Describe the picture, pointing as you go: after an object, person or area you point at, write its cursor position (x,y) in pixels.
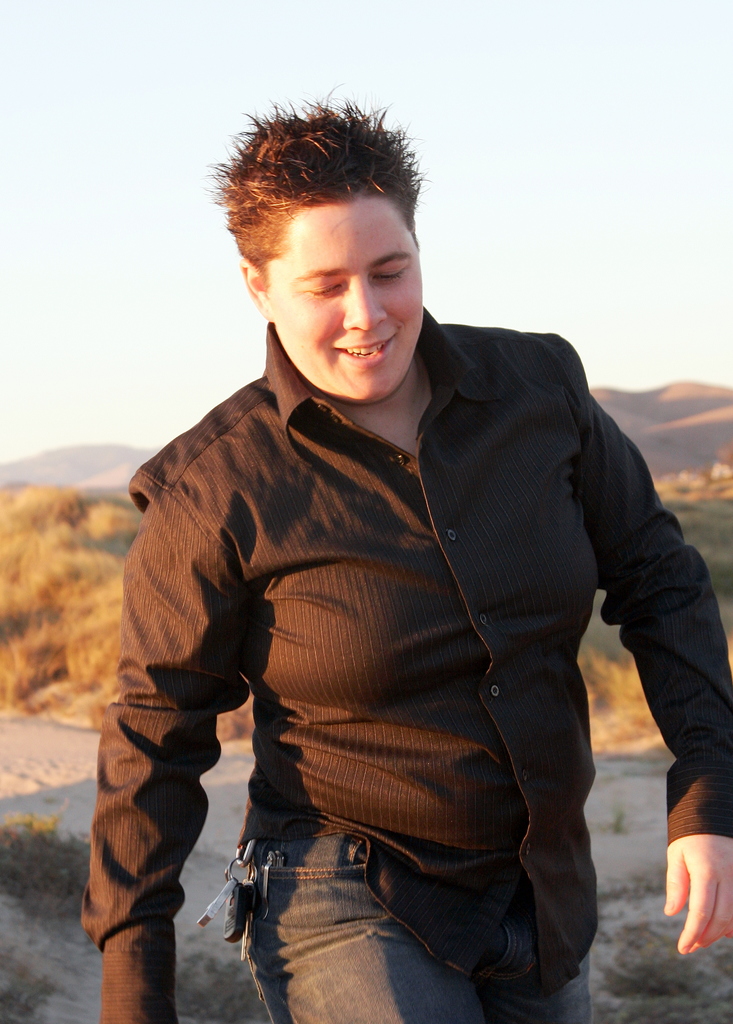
In this image we can see a man (351,755). In the background (32,630) there are trees (9,619), hills (723,414) and sky (396,92).
